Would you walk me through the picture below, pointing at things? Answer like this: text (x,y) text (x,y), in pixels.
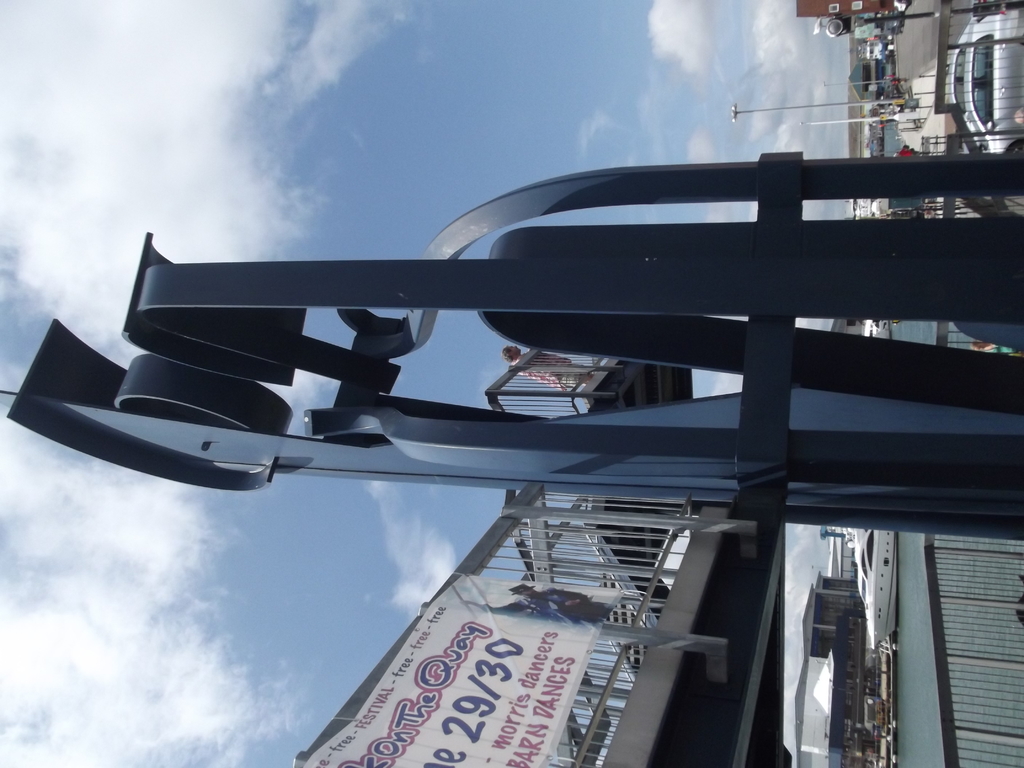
In the middle of the picture (531,291), we see iron rods (650,361). Beside that, we see a railing (943,603). Behind that, we see a boat (883,625) sailing in the water (902,678). At the bottom of the picture (646,628), we see an iron railing (617,572) on which a white banner (433,696) with text (432,705) written on it is placed. The man (540,352) in the middle of the picture (562,361) is standing beside the railing (575,355). In the right top of the picture (1008,103), we see a car (952,75) is moving on the road (930,60). There are buildings (845,7) and street lights (779,108) in the background (824,106). On the left side (98,237), we see the sky (196,610) and the clouds (147,590).
